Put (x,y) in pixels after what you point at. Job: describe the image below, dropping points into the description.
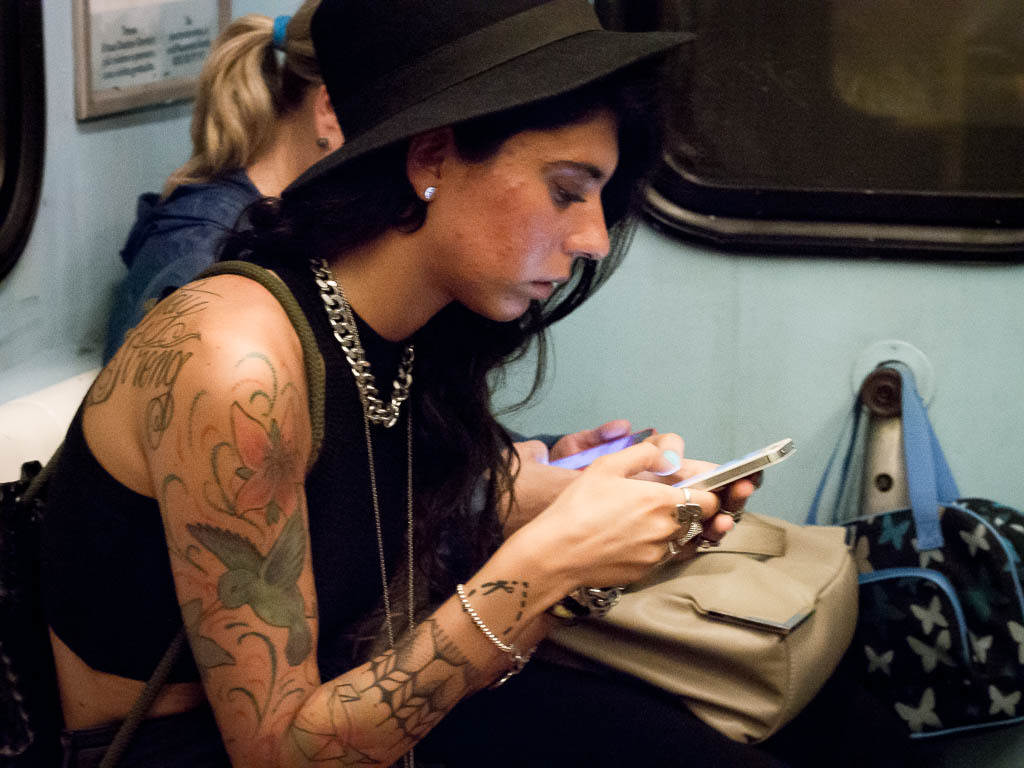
This is the picture taken in a subway car (784,268), there are two women's (433,467) sitting on chair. The woman (314,552) in black dress (400,478) was holding a mobile (700,473) and the other woman (201,244) is also holding a mobile (581,452) and a bag (630,609). Behind the people (297,436) there is a glass window (804,156) and a black bag (902,590).
